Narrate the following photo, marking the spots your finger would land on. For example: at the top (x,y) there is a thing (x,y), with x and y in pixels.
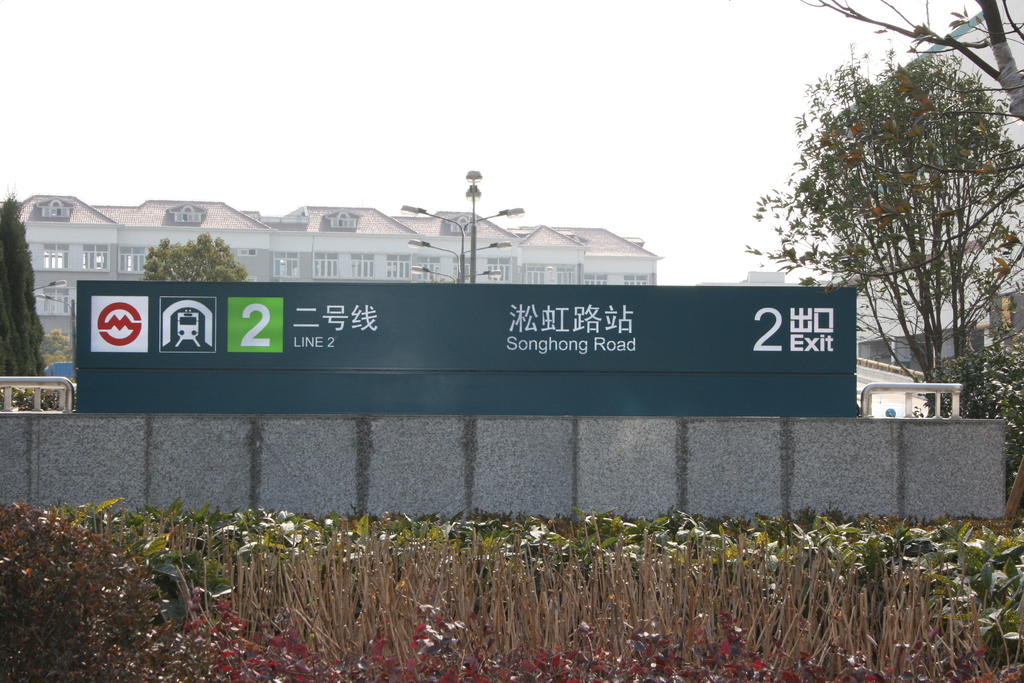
In the picture I can see a fencing wall (538,474), plants (465,562), trees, street lights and other objects (421,303). In the background (385,266) I can see buildings (485,260) and the sky (408,104).
